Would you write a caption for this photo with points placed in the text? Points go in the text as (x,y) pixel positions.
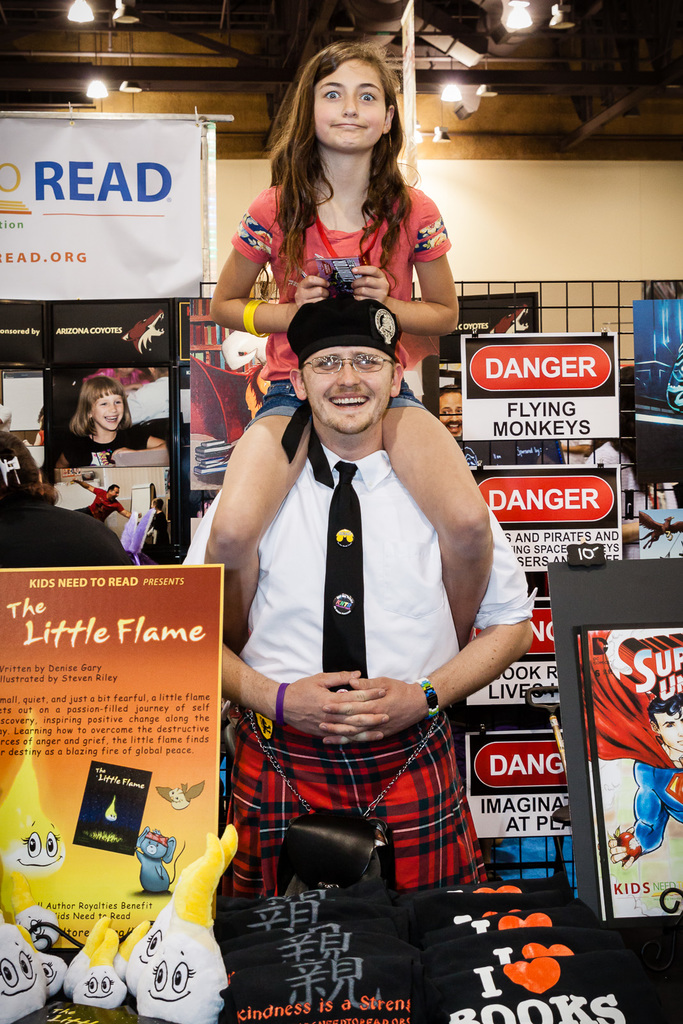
In this picture there is a girl (434,232) sitting on the man (426,824) and the man (447,769) is standing and smiling. In the foreground (17,689) there are boards (150,689) and there are clothes (450,947). At the back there are boards (595,474) and there is text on the boards (62,443) and there are pictures (107,375) of people (117,384) on the boards (540,382). At the top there are lights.
